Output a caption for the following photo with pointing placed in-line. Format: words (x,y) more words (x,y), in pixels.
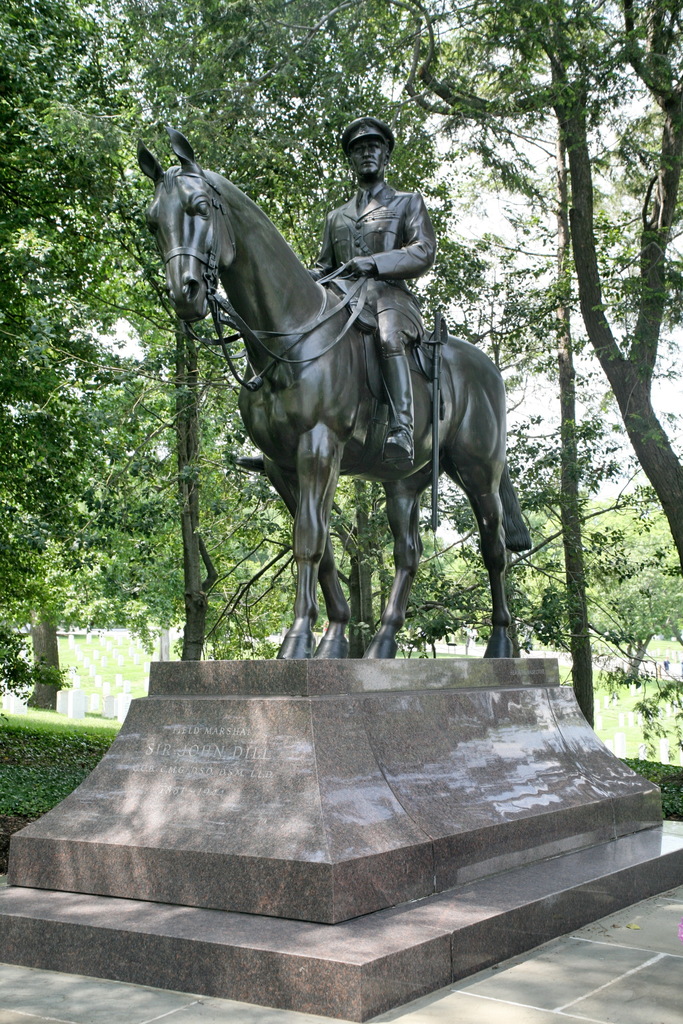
In this image in front (473,414) there is a statue (388,252) of a person (402,213) sitting on the horse (359,401). In the background of the image (54,683) there are headstones (107,683), trees (223,493) and sky (541,129).
